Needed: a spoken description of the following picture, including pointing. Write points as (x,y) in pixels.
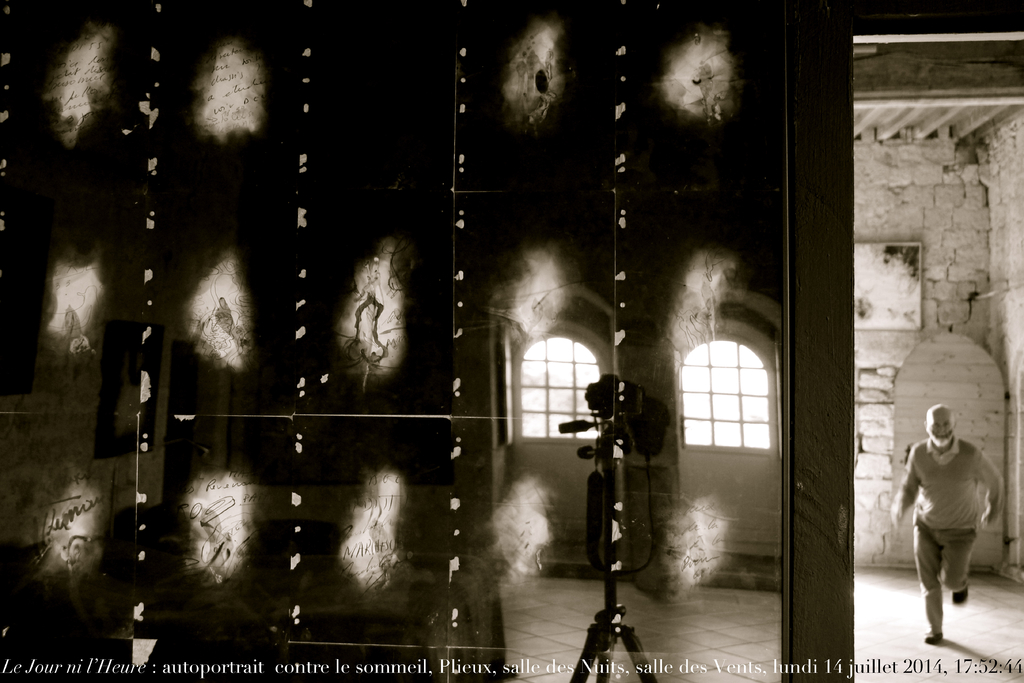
In this picture there is a man (933,565) who is running on the floor (913,605). At the bottom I can see the watermark (462,675). In the center (601,398) I can see the camera (601,504) which is placed near to the glass partition (494,465). In the back (706,418) I can see the windows (537,344). In the top right corner (1000,84) I can see the roof (997,81) of the building (927,158). Behind this man (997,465) I can see the door (932,348) and painting (885,300).
